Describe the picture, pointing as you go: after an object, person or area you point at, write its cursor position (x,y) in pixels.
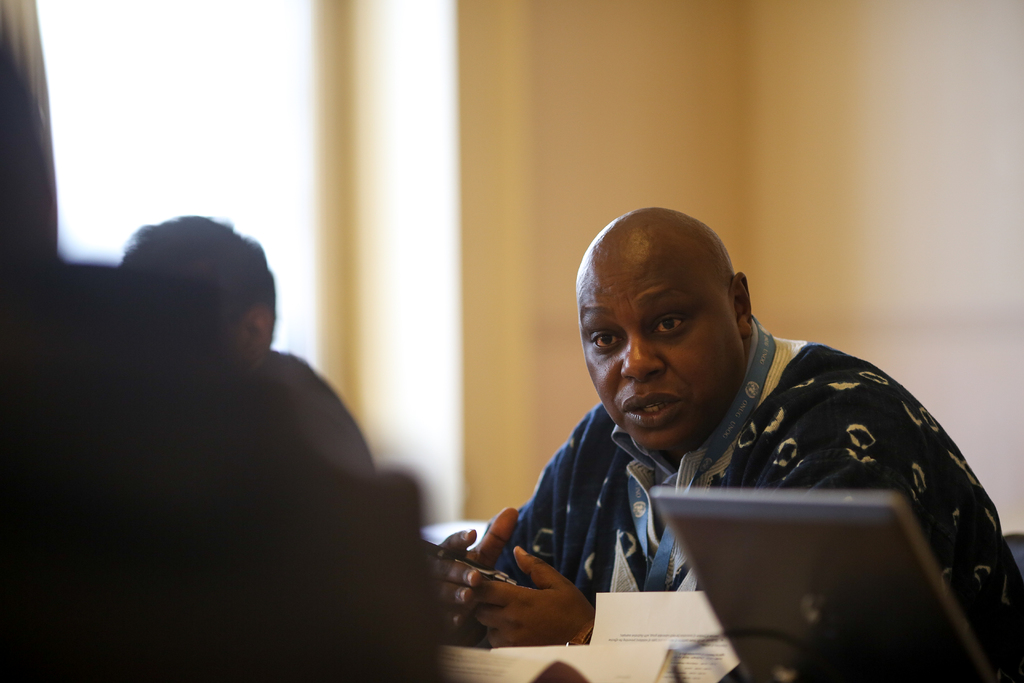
In this image we can see two persons (333,431), papers (623,670) and a laptop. In the background (297,90) we can see the wall (502,179) and window (152,122). On the left side (2,474) the image is dark.
